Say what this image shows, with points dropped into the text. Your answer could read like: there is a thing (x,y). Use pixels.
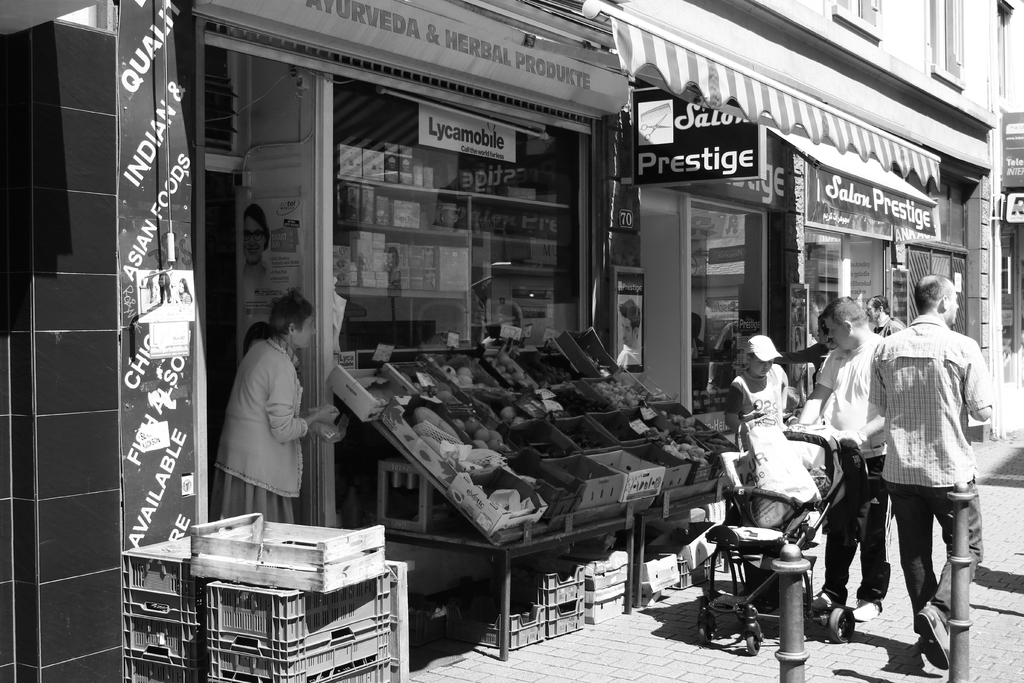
This is black and white picture where we can see shops (356,247). In front of the shops (371,242) pavement (589,628) is there and people (971,364) are standing and walking. Top of the image (524,45) banners (535,49) are attached to the shops (535,49).
